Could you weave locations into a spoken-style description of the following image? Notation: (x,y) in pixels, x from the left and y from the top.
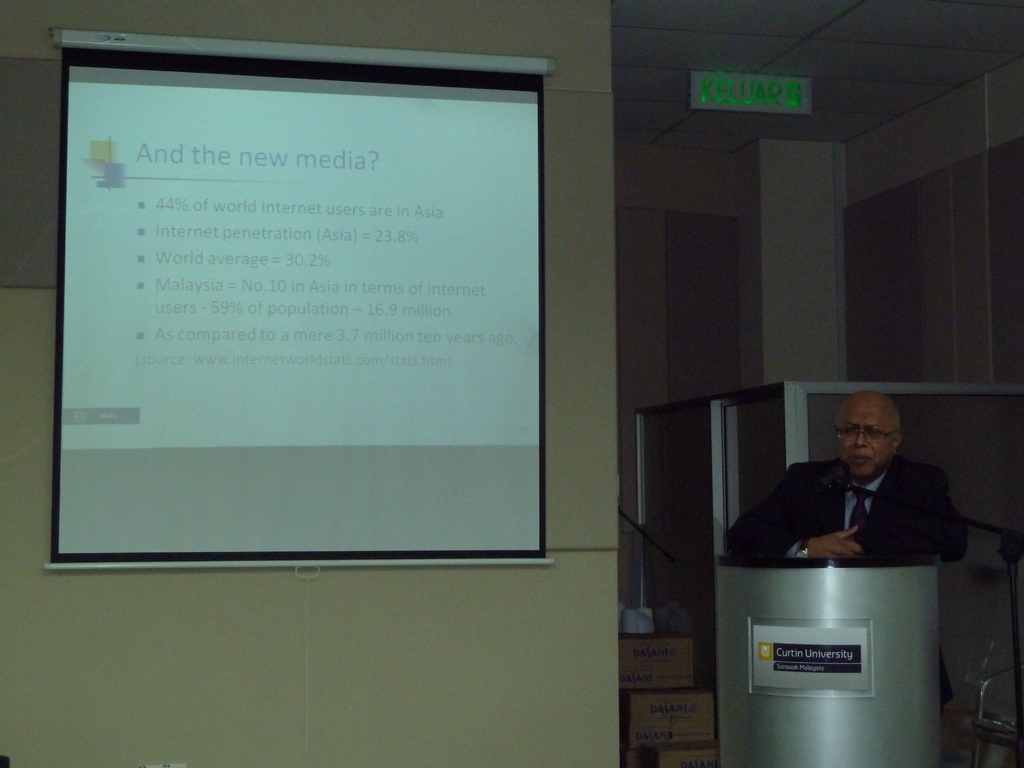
In this image on the right side (856,525) there is one person (853,542) standing, and he is talking in front of him there is a podium (786,661) and on the left side of the image (142,271) there is screen (528,190). And in the background (586,167) there are some boards (686,258), wall (1016,208), cupboards (667,492), boxes (662,701), and some objects (1009,722).
